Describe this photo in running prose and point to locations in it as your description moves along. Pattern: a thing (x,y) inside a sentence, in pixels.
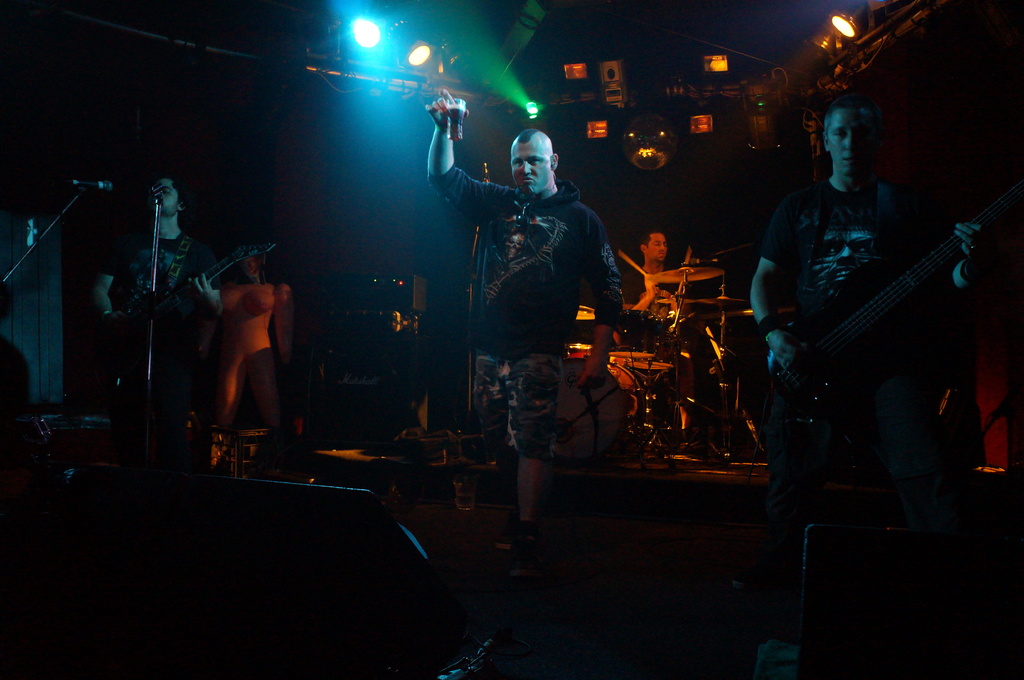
Background (999,107) is very dark. These are lights (575,68) at the top (575,68). We can see one man (648,248) playing drums (633,383). Here we can see one man (541,140) holding a drinking glass (452,124) in his hand (439,109). At the right side of the picture (836,214) we can see a man (958,276) standing and playing a guitar (824,360). At the left side of the picture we can see a man (159,180) standing in front of mike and playing a guitar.
